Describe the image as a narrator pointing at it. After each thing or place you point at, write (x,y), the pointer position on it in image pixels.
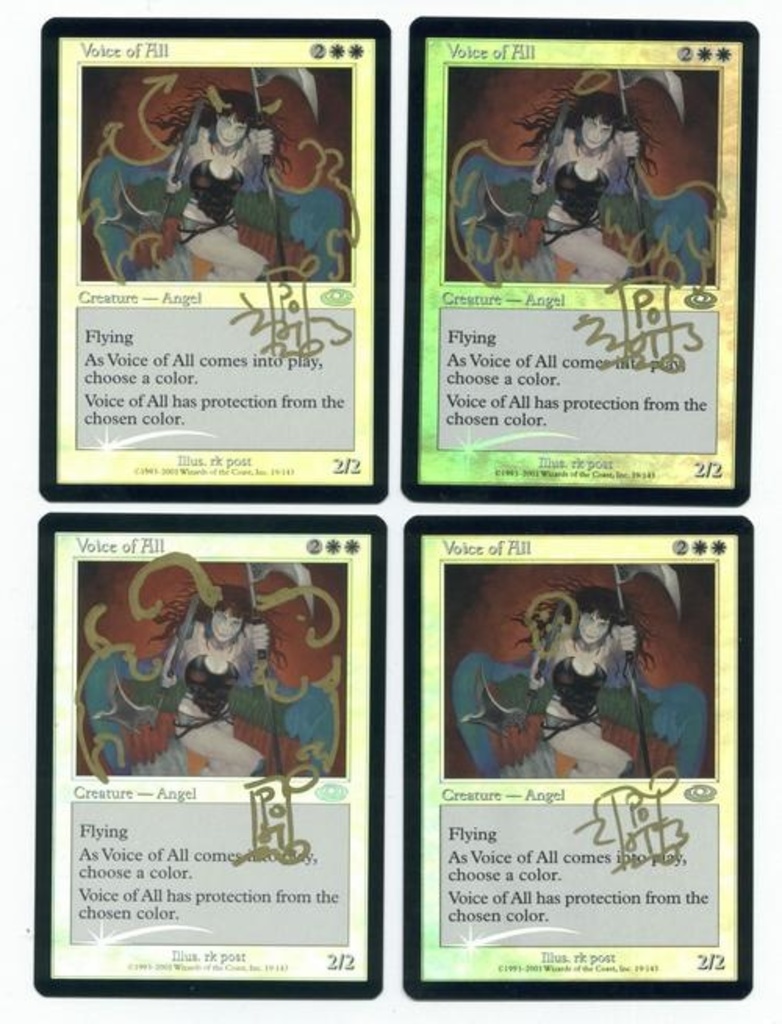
In this image we can see cards (485,819). In this cards (256,562) there are animated images (298,226) and something is written.
